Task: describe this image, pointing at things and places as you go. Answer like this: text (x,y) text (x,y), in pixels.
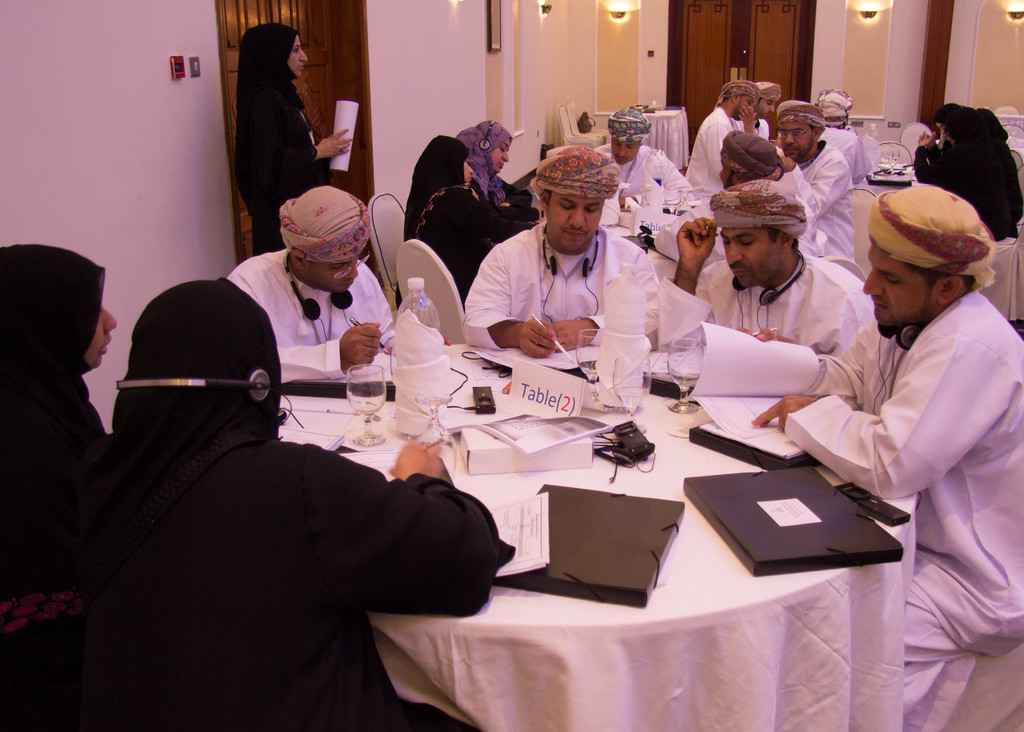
In a room (613,25) this group of people (221,332) are sitting on a chair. Almost every person (927,360) has a headset (313,316). On this table (764,600) there is a file (572,566), bottle (414,364), glass (369,392) and papers (525,412). This woman (278,163) is standing and holds a paper (343,158). This are doors (725,30). Lights (620,10) are attached to wall (885,11). Man (885,429) wore white dress (324,300). Woman's (1015,202) wore black dress (413,182).
